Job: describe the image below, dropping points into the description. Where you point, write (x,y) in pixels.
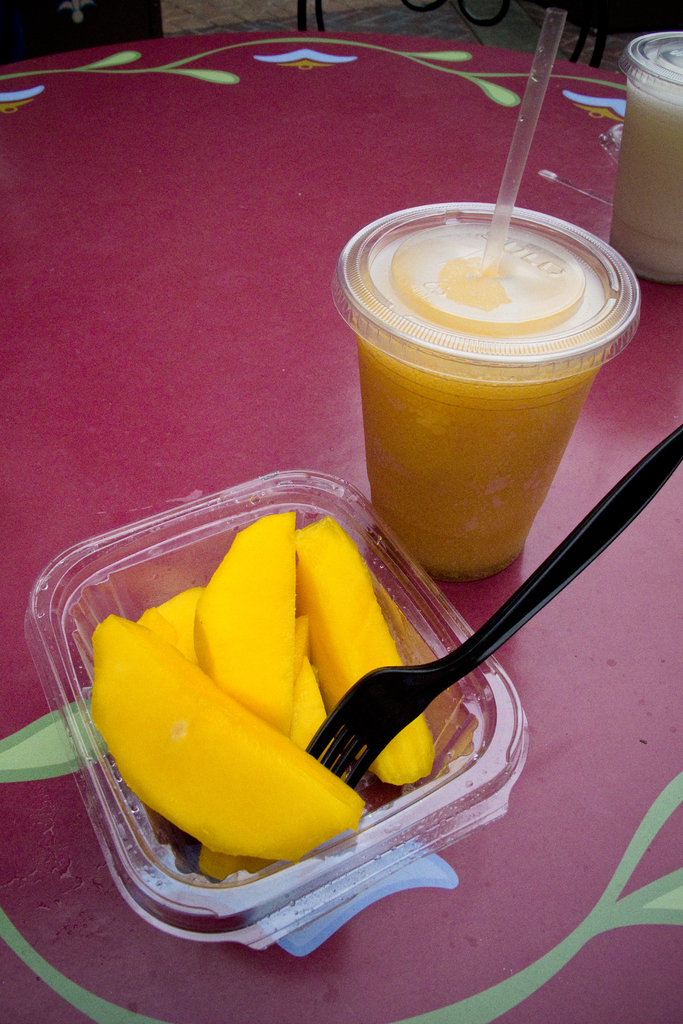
In this image I can see a red colour table (289,223) and on it I can see few plastic glasses (461,418), a plastic box (261,487), a straw (538,85), a black colour fork (476,641) and I can also see few mango slices (250,649). In these glasses (570,266) I can see drinks (416,497).
